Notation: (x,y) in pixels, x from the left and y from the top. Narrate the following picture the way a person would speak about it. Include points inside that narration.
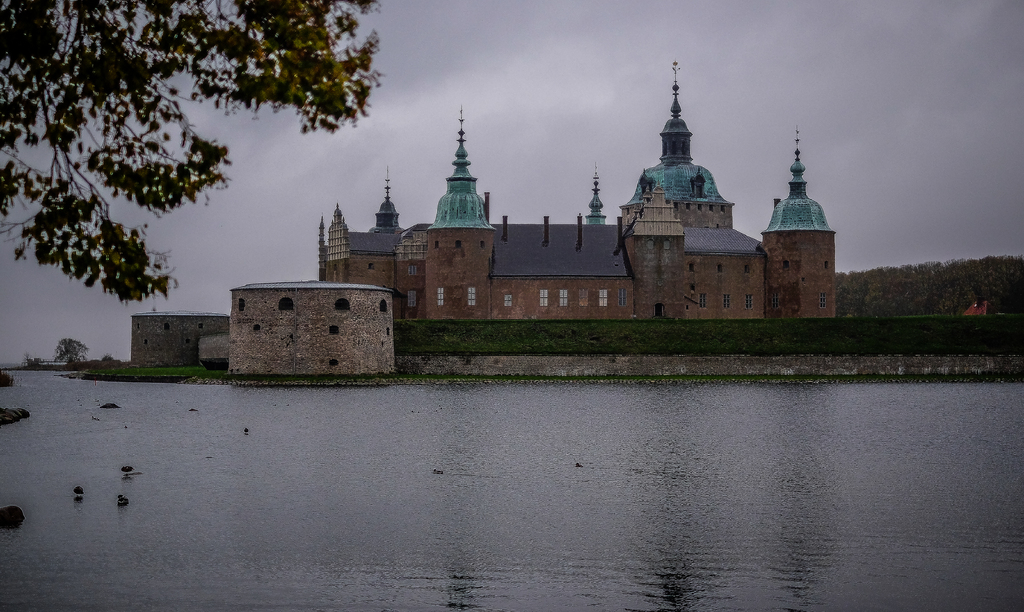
In the left top corner (74,127) there is a branch (155,105) of a tree (196,82). There is water (326,461). In the back (315,304) there is a building (428,282) with windows (586,290). Also there are trees (878,292). In the background (373,146) there is sky (335,199).
